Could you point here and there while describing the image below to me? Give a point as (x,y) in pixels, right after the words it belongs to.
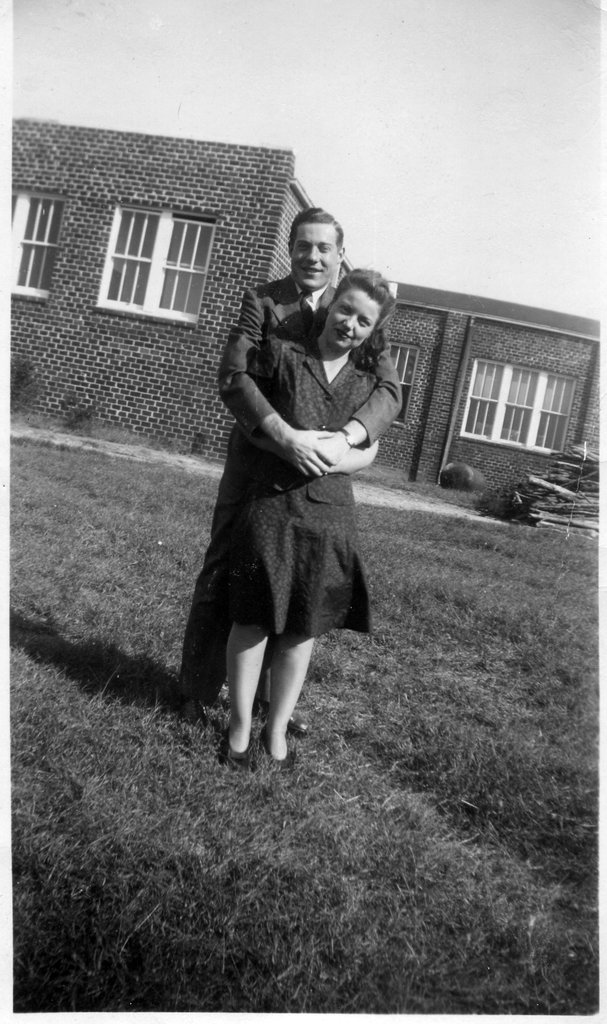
In this picture there is a couple (302,489) standing on a greenery ground (561,544) and there is a house (257,280) behind them and there are few wooden sticks (569,507) in the right corner (566,521).
